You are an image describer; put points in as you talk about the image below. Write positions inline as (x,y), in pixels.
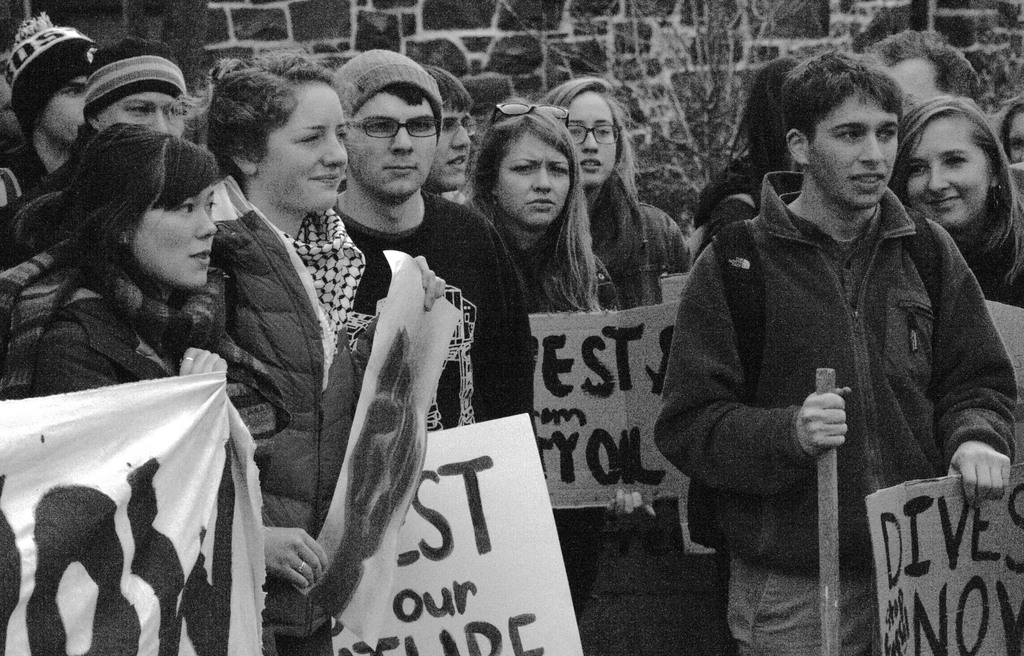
In the image we can see there are people (458,204) standing, wearing clothes (611,302) and some of them are wearing spectacles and caps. Some of them are holding posters (680,481) and banners (60,625) in their hands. Here we can see the stone wall (502,29).
